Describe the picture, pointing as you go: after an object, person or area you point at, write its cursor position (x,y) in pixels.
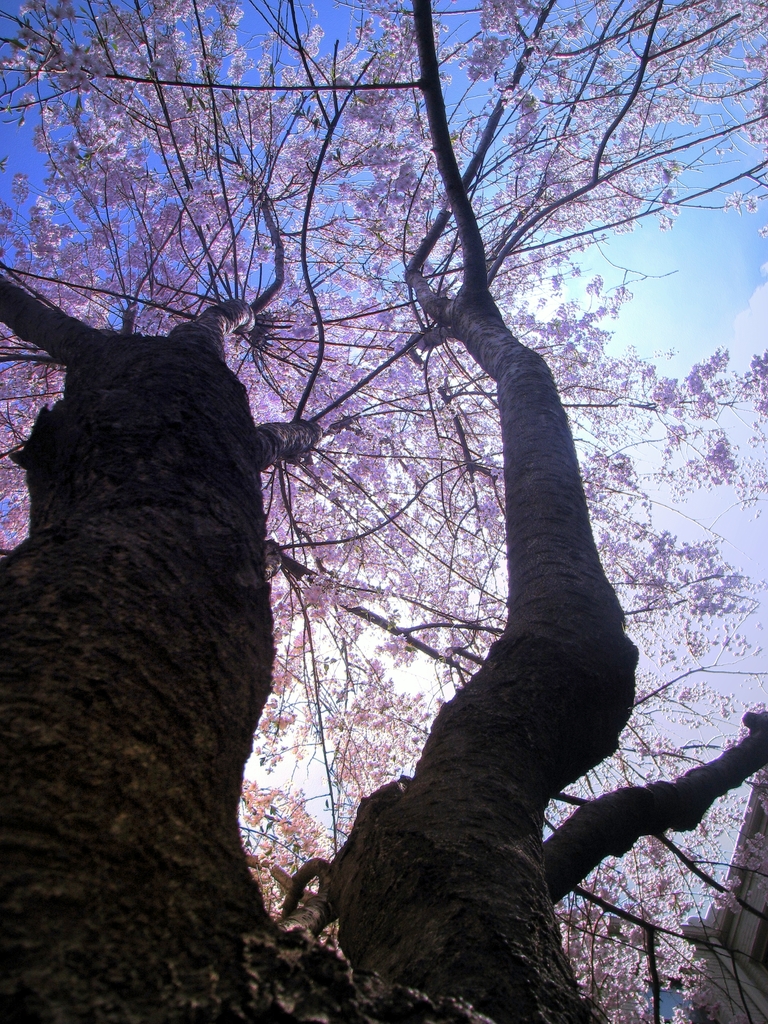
In this picture I can observe a tree (190,576). There are violet color leaves (340,414) to the tree (414,628). In the background (673,287) there is sky (665,261).
